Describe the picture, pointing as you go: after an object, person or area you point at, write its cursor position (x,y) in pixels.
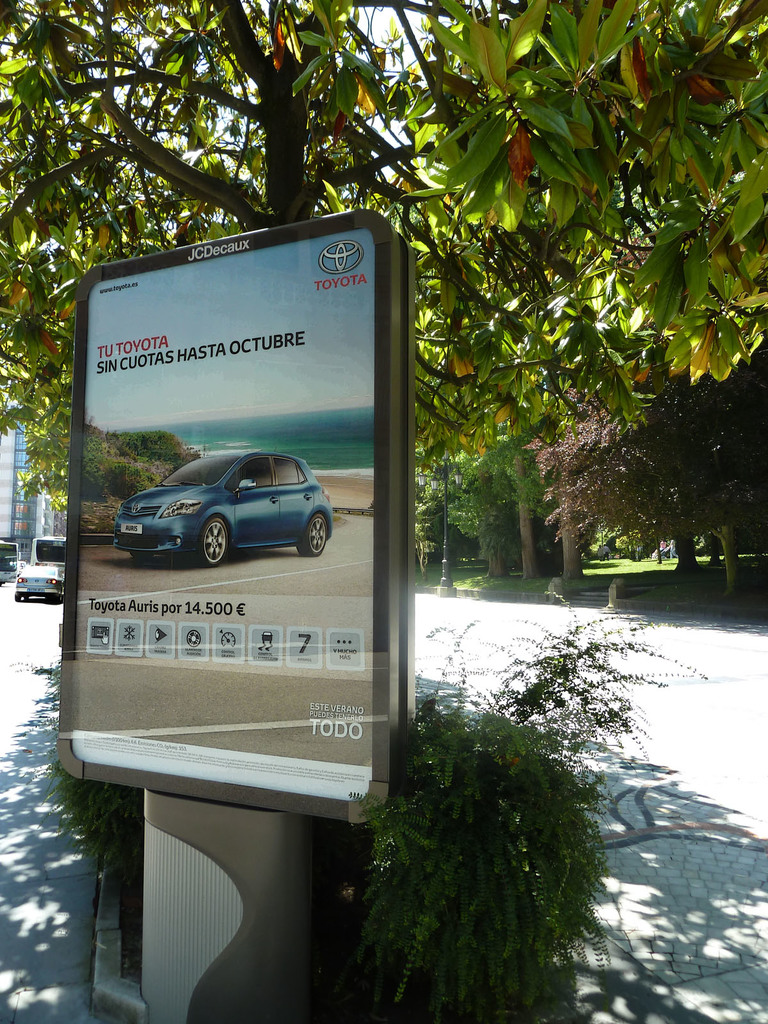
This is an outside view. On the left side (174,517) there is a board (181,469) on which I can see some text (195,353) and an image (186,511) of a car (214,532) and an ocean (239,444). Beside the board (242,618) there are few plants (491,864). On the left side (36,566) there are few vehicles (33,571) on the road (27,633). In the background (516,267) there are many trees (432,232).
